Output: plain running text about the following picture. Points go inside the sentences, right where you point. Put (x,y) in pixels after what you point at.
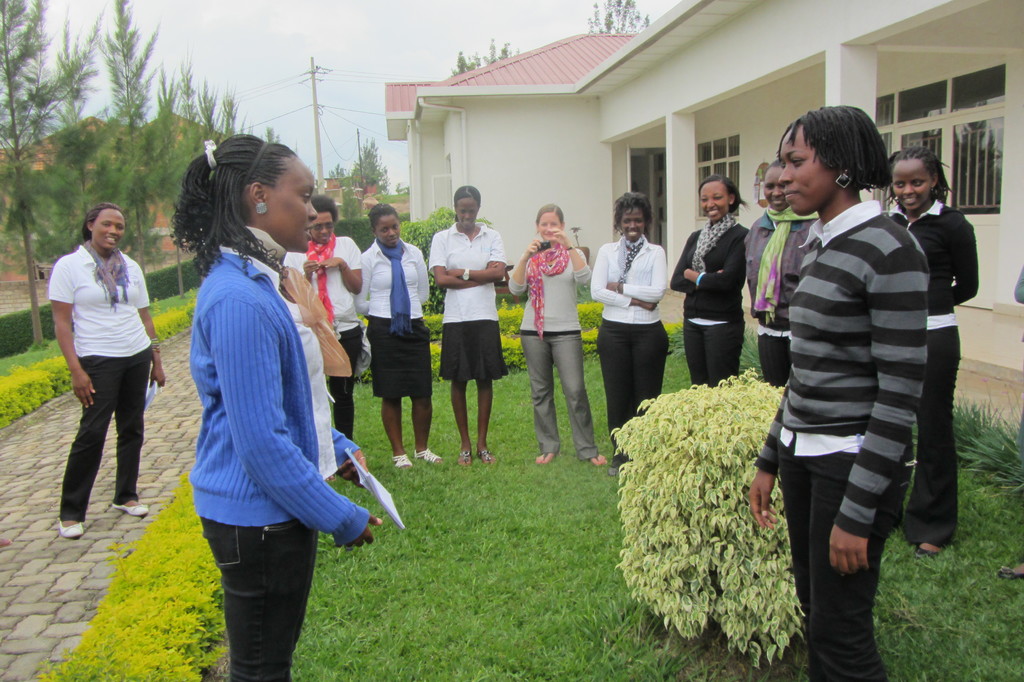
In the image we can see there are women (709,309) standing, wearing clothes (633,327) and some of them are wearing wristwatches (462,278) and earrings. Here we can see the grass (496,548), the path (40,546) and plants (706,484). Here we can see the house (613,84) and the windows (940,103) of the house (983,122). There are even trees (165,138), electric poles (358,132), electric wires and the sky (199,16).
